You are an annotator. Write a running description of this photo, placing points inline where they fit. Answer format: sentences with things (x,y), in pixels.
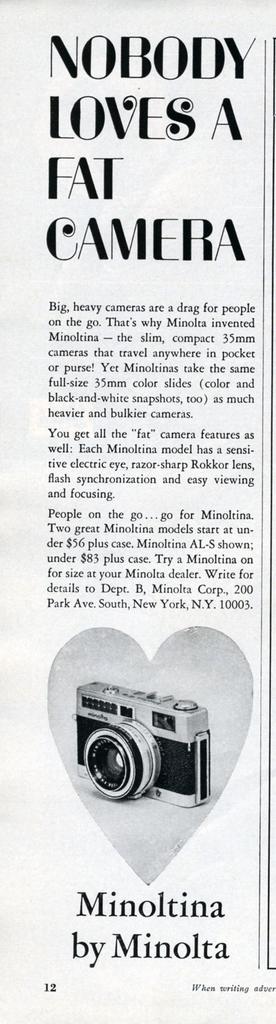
In this image there is a paper (112,802) and we can see a picture (112,802) of a camera (142,766) printed on the paper (138,743). There is text (181,591).
